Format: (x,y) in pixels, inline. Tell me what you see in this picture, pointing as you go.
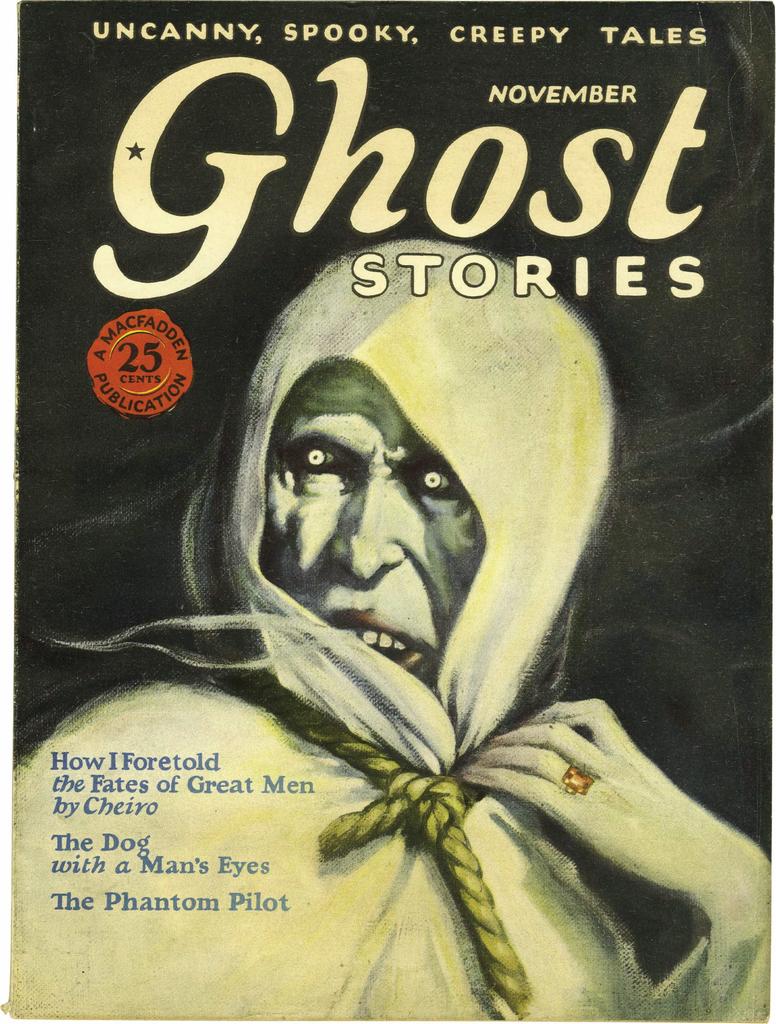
We can see poster (354,907), on this poster (370,754) we can see a person (508,900) and text (580,99).
